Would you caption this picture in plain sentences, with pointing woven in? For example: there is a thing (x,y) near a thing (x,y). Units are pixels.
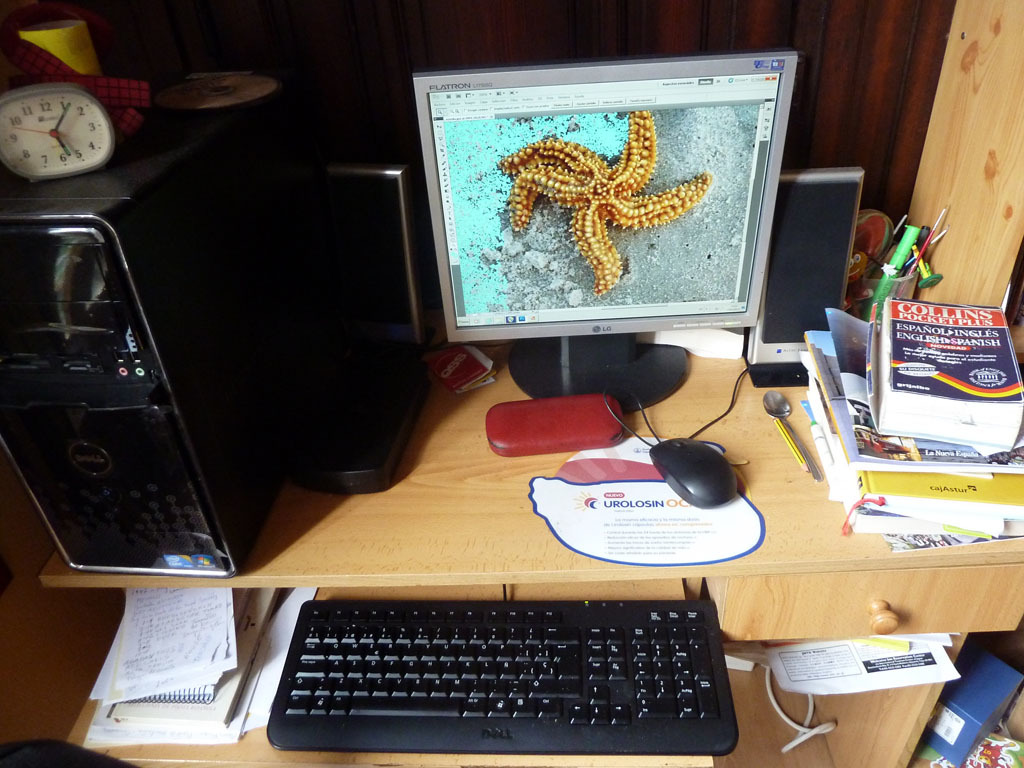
In this picture we can see a table desk (608,585) and on it there are books (959,427), spoon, pencil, mouse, mouse pad (653,565), keyboard (556,669), cpu (248,209) and a clock (76,126) on it. We can see a computer screen (690,245) and in a screen (676,170) its a starfish (545,180). We can see pens (907,260) in a glass (879,287). These are speakers (410,271).
